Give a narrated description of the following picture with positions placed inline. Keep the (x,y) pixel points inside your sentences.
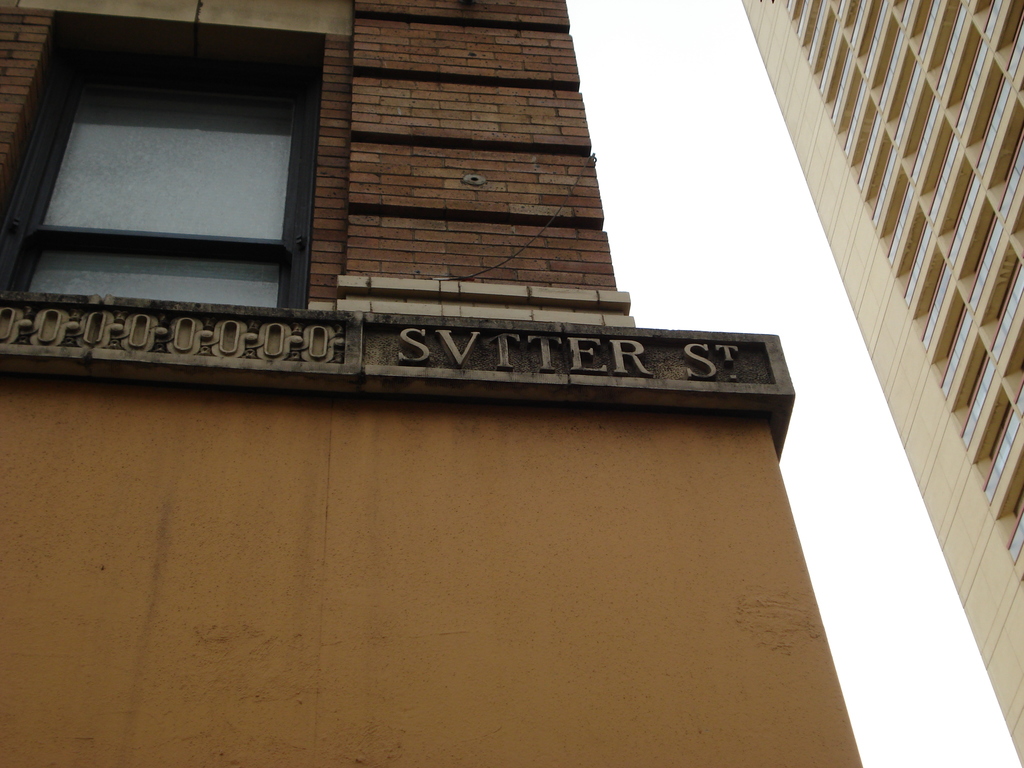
In this picture we can see some text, a window (127,289), glass objects (264,189) and a brick wall (376,108) is visible on a building (174,228) visible on the left side (87,325). We can see a building (853,130) on the right side (837,222). There is the sky (620,66) visible on top of the picture (693,94).
